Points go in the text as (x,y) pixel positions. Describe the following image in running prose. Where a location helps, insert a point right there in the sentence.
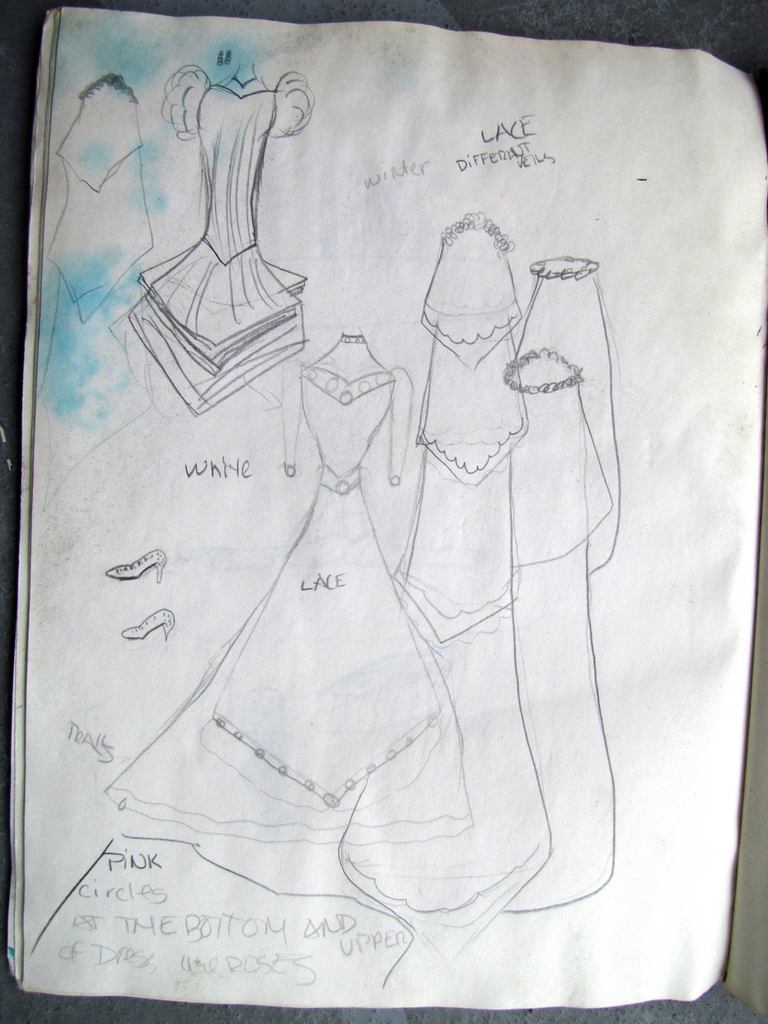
In this image, we can see a paper (470,601) and there is some sketch (295,441) and some text (256,919) written.
